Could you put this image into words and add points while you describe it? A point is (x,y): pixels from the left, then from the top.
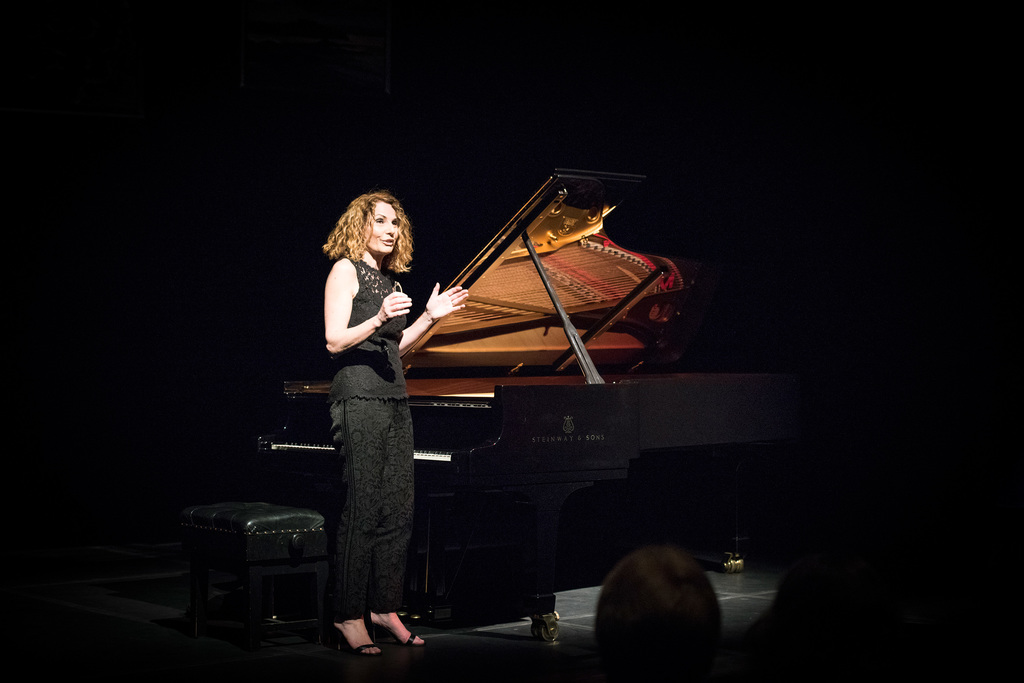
This picture shows a woman (349,465) standing and speaking and we see a piano (486,324) and a stool (273,625).
